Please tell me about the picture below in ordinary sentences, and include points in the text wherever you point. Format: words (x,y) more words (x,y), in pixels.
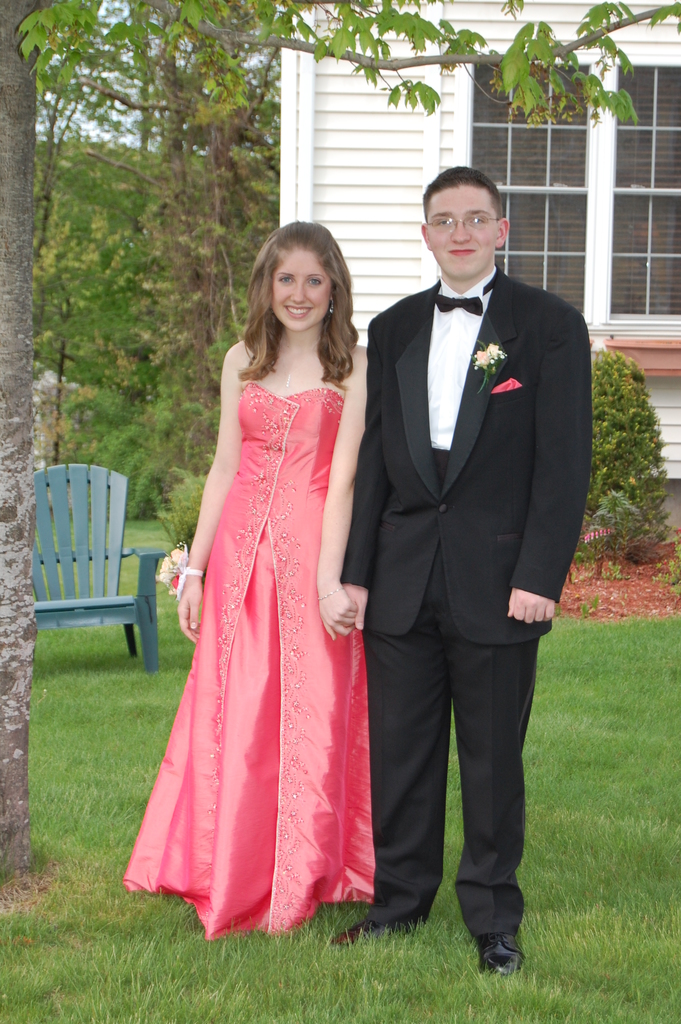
In this image I can see a person (464,375) wearing white shirt (466,344), black blazer (544,452), black pant (490,660) and black shoe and a woman (301,520) wearing red dress (274,503) are standing on the ground (580,909). I can see some grass (577,781), a tree (10,264) and a chair (97,594). In the background (158,421) I can see few trees (134,256), a building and the sky (252,65).
